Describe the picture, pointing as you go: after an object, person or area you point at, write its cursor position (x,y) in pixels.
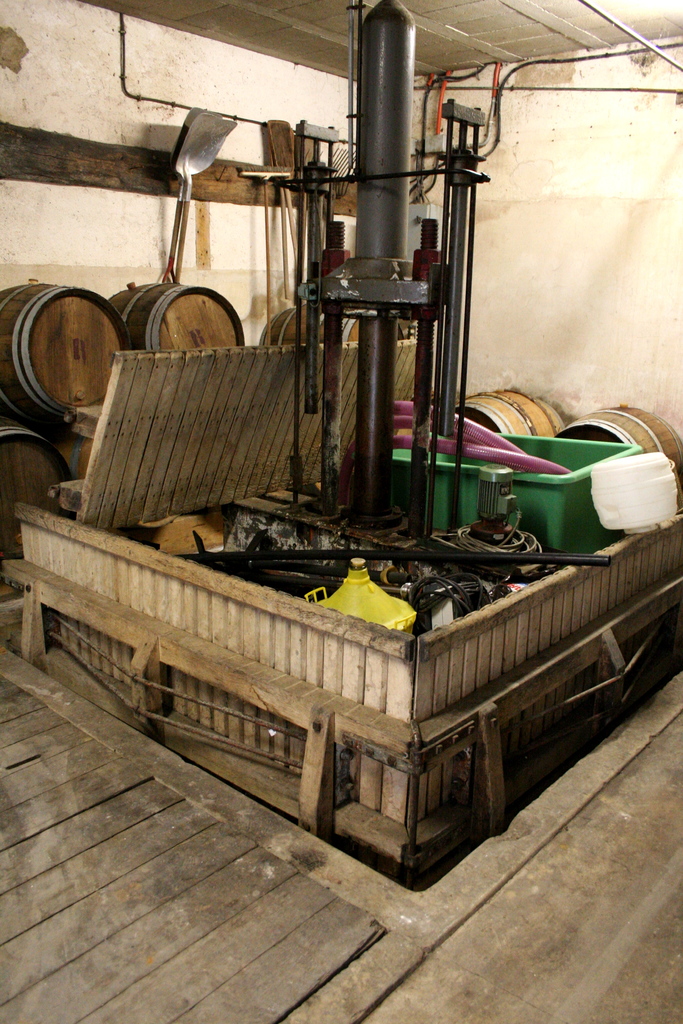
In this image I see an equipment (436,317) over here and I see the floor (20,757). In the background (186,293) I see few barrels (509,403) and I see the wall (67,47).
